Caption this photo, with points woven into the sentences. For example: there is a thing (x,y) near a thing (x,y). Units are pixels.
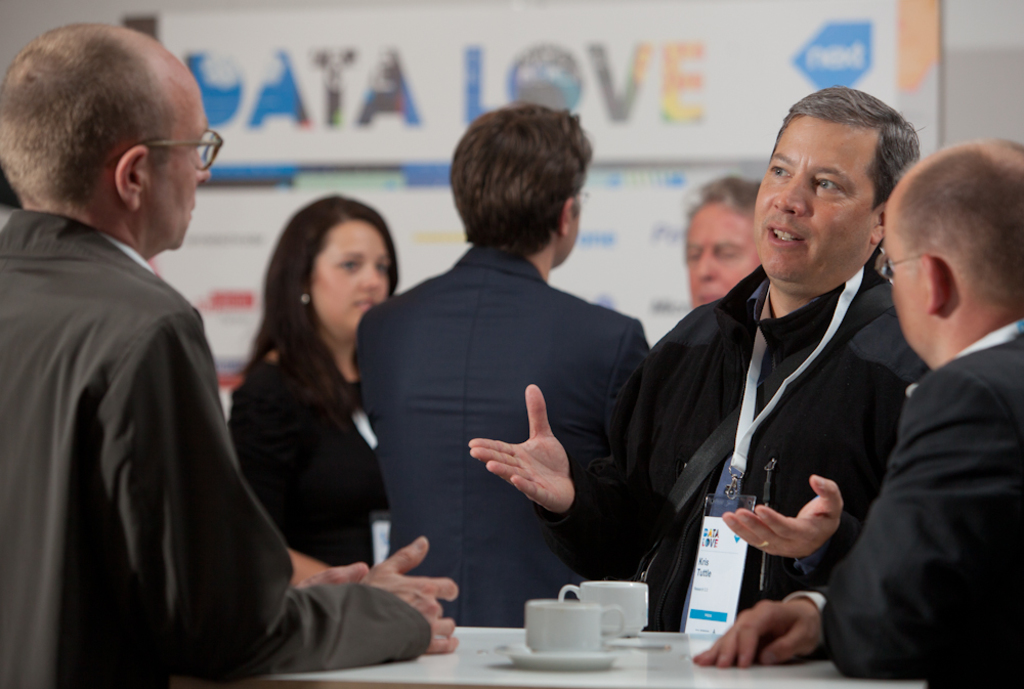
In this image we can see group of persons (733,450) standing on the floor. One person (143,346) is wearing spectacles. One person (782,387) is wearing black coat (815,372) and id card (720,527). On the table (714,686) we can see cups (596,622) placed in a saucer (566,658). In the background (386,138), we can see a wall (361,102) with some text (364,121) on it.
